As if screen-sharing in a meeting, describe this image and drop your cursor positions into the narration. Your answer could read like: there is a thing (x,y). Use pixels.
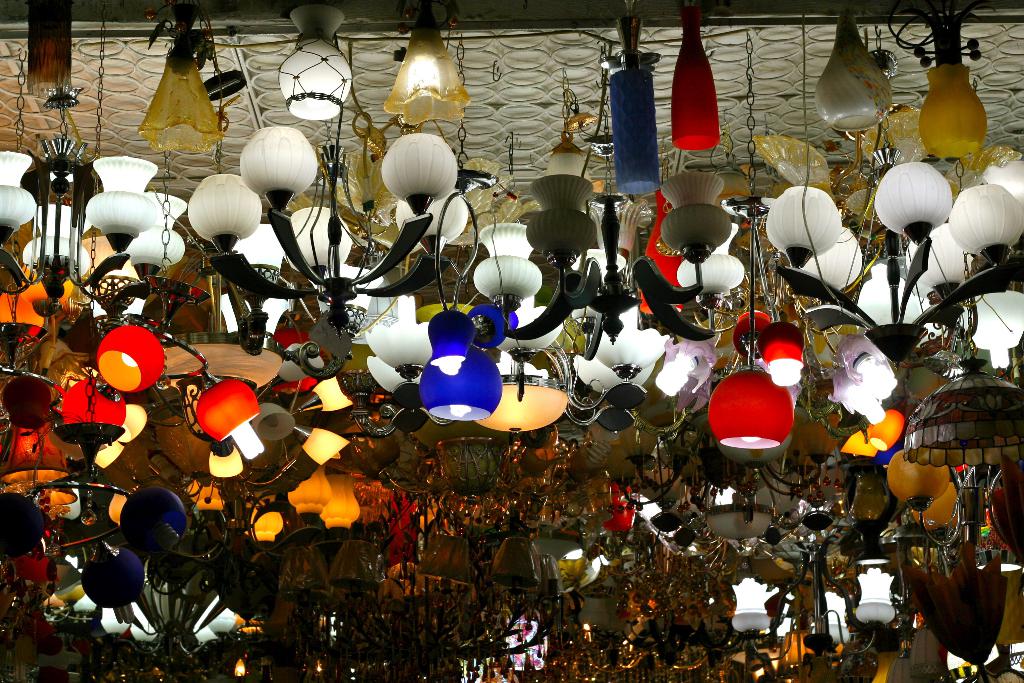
In this picture we have many lamps (217,508) and lanterns (223,428) on the rooftop (267,61).
